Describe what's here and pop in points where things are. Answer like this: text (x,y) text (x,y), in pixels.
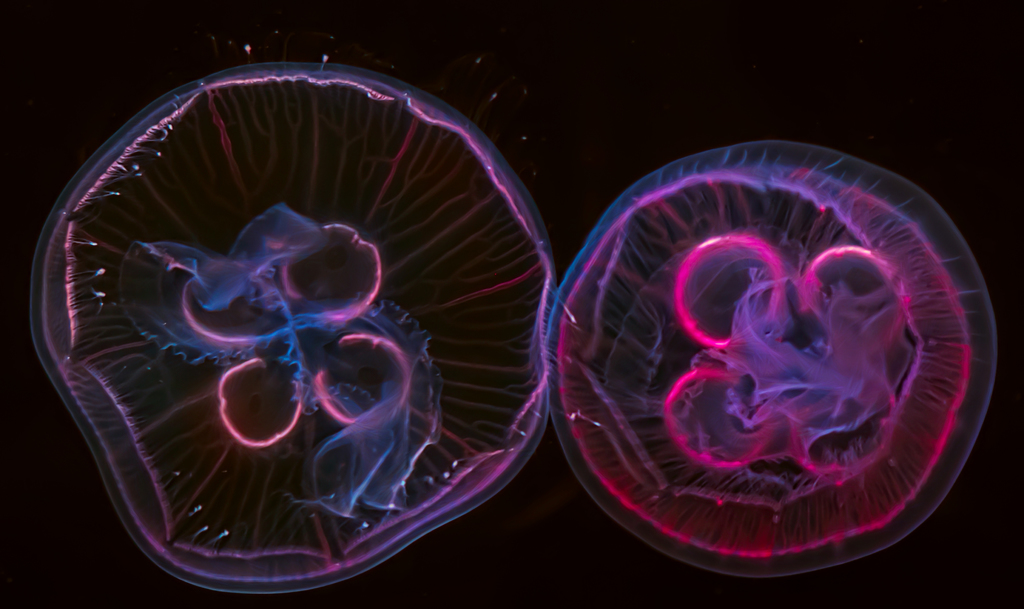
In this image, I can see two jellyfish (432,469). The background (586,92) looks dark.
